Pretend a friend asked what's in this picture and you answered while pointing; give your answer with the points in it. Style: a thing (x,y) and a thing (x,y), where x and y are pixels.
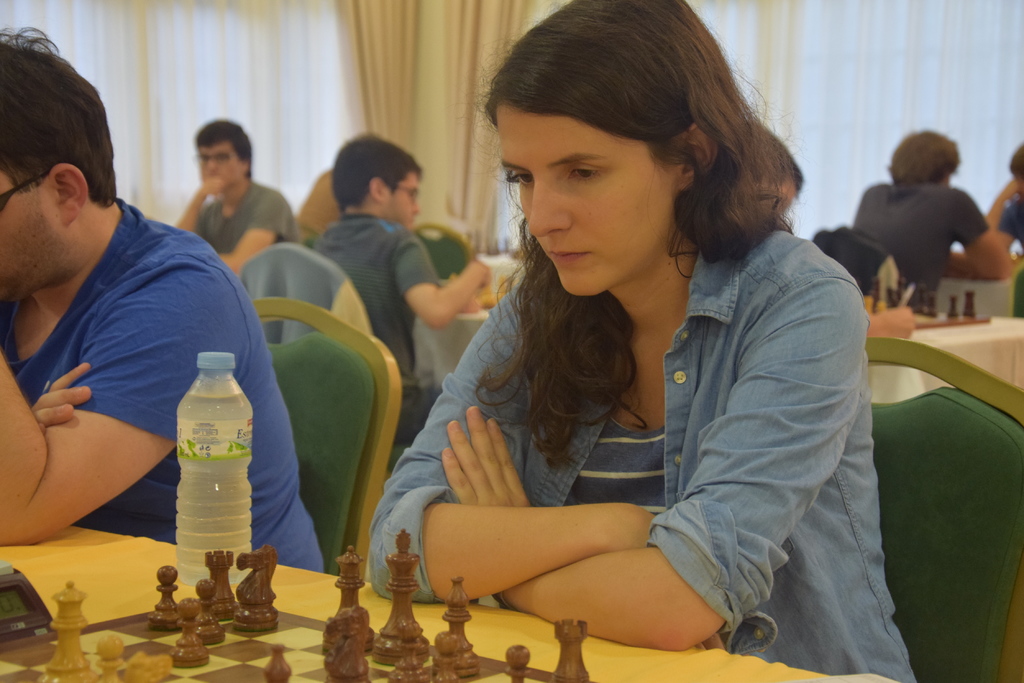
In this picture we can see few persons (614,502) sitting on the chairs (295,272) in front of a table (526,627) and on the table (954,336) we can see chess boards (314,666) and chess pieces (460,630). Here we can see curtains (413,73).
